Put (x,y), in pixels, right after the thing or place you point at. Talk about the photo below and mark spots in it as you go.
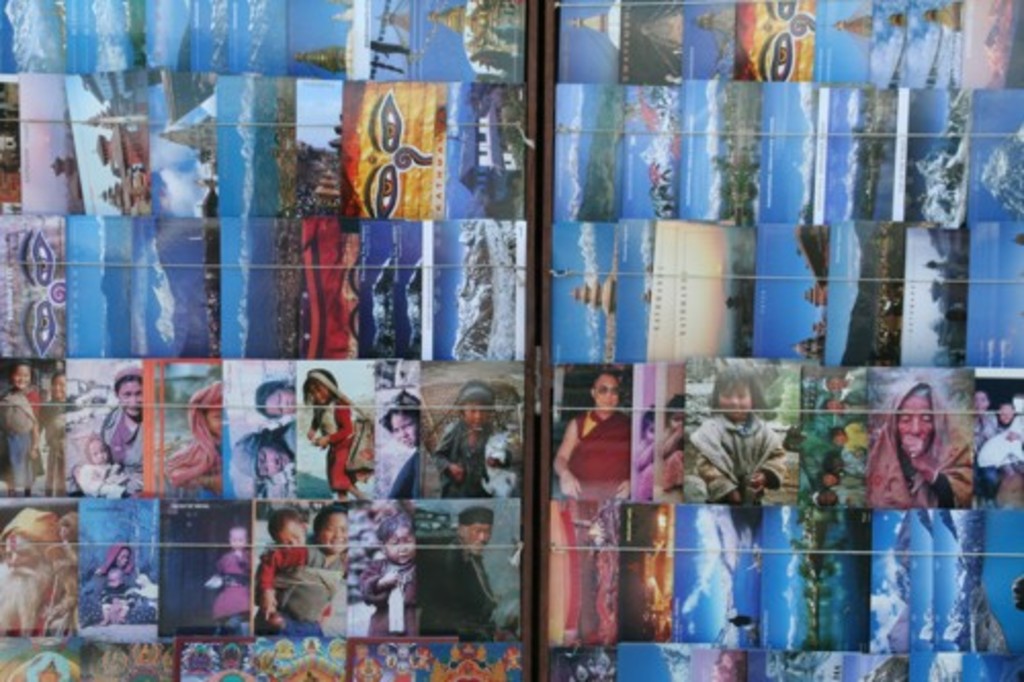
In the picture there is a board (538,580), on the board (475,205), there are many photographs (651,229) present, there are people (475,514) present in the photographs (597,588), there are trees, there are mountains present in the photographs (641,555).
